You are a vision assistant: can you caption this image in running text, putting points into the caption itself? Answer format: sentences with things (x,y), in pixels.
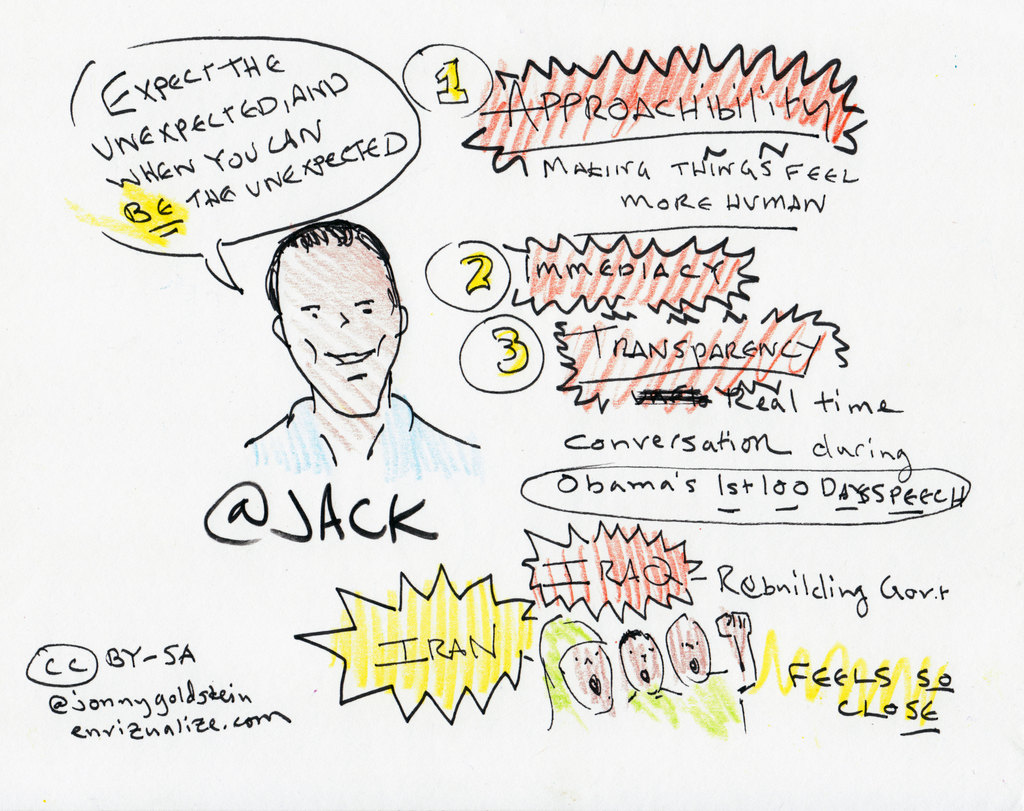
In this image there is a white paper (358,640) on which text (720,400) is written, there is a drawing (329,367) of the persons (413,460) on the paper (613,649).
